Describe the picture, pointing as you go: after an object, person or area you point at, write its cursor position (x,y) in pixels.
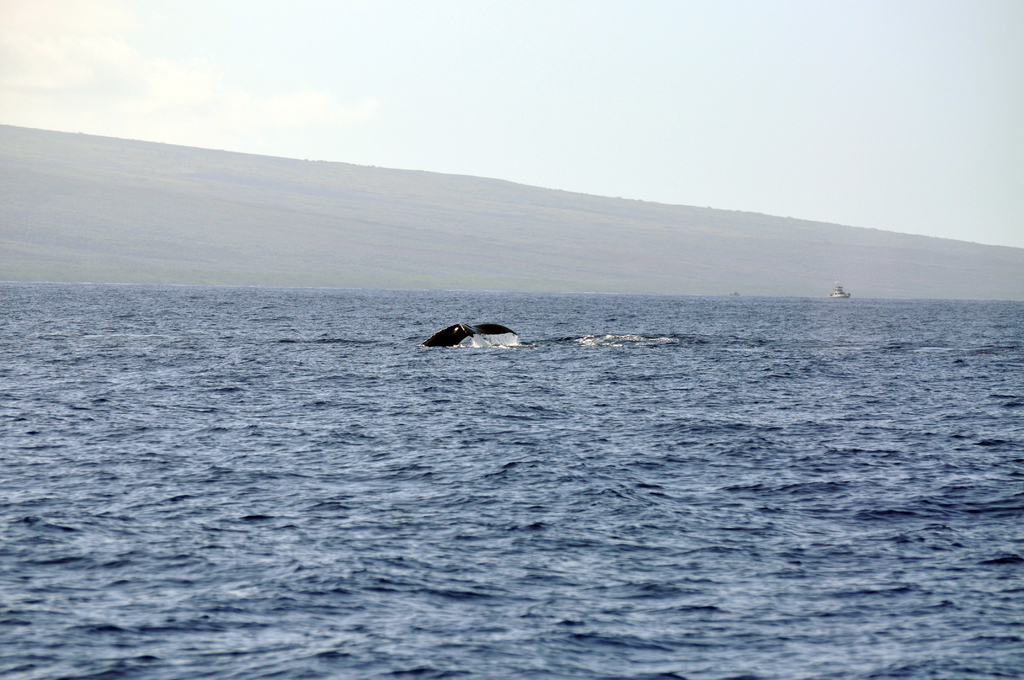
In this picture we have a sea (246,409) of blue water (444,348) with things (839,297) floating on it. At the top (85,223) we can see mountains (320,230) and blue sky (428,61).
